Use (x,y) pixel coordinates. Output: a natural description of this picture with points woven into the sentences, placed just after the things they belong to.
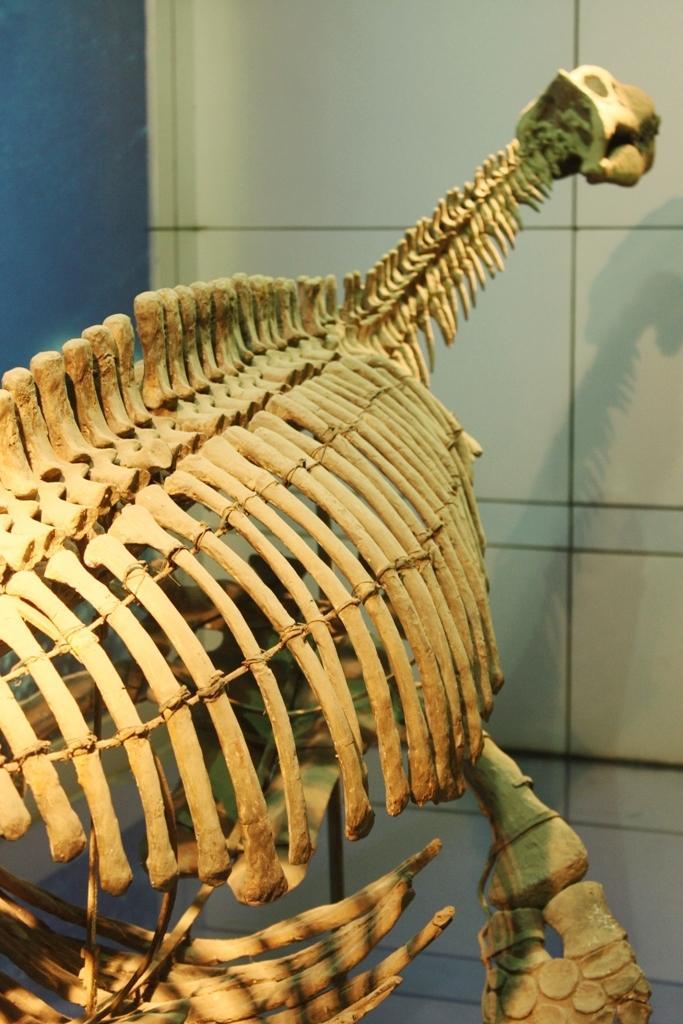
Here we can see a skeleton (242,778).
